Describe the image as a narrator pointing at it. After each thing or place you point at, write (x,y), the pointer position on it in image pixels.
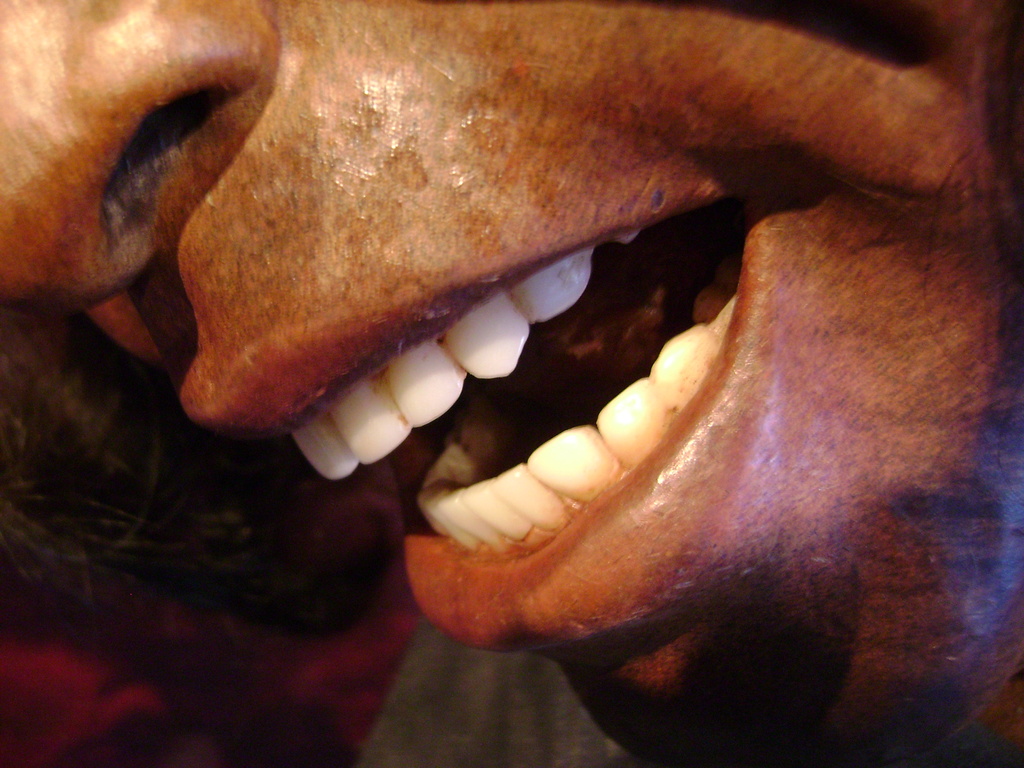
In this image we can see the close view of a person (818,383) where we can see the nose (164,50), lips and teeth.
